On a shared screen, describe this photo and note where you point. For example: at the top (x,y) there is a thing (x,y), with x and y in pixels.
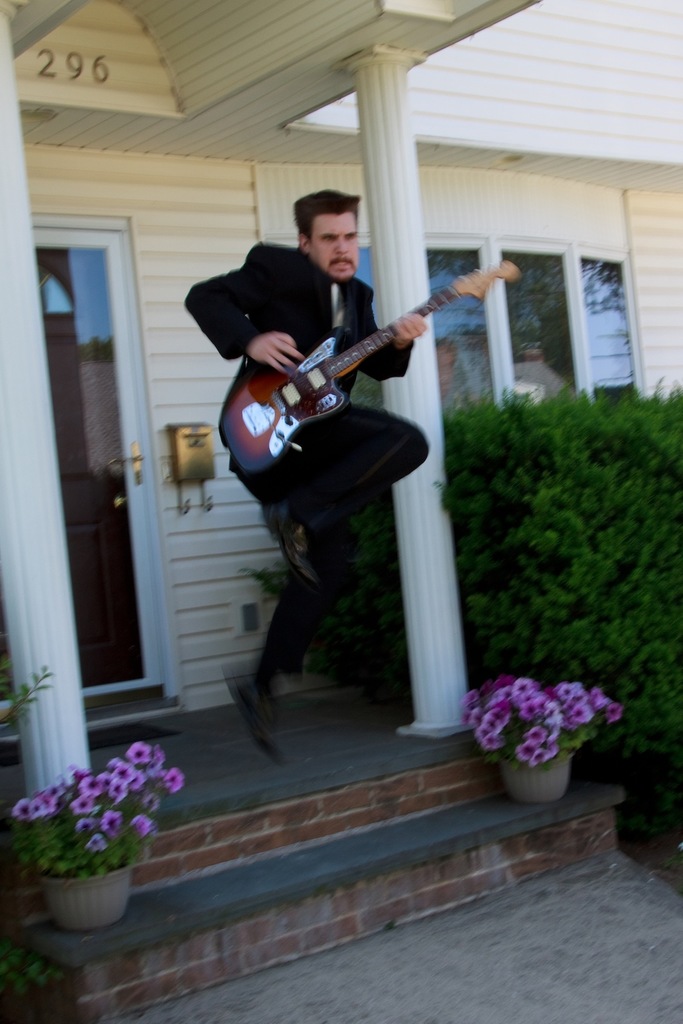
In this image i can see a person (327,482) holding a guitar (325,416) and wearing a black color suit (260,309) and he is jumping in front (229,326) a house (153,181) and left side (111,837) i can see a flower pot (84,886), on the flowerpot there are some colorful flowers (136,778) kept on that. on the right side (545,787) i can see a another flower pot (527,787) and there are some bushes (586,517) and there is a window (586,340) on the right side (562,331).
